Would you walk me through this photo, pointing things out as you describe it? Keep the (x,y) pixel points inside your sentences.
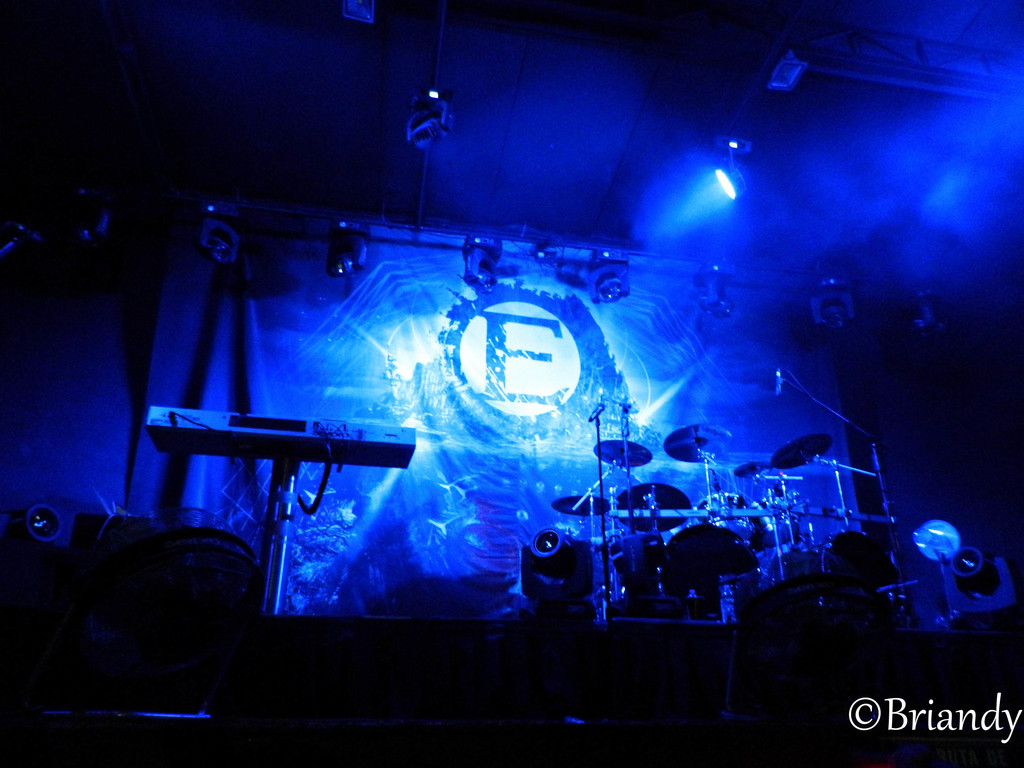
In this image we can see a dais (455,621) on which musical instruments (700,505) are present. In the background (730,163) there are electric lights (739,152), iron grills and a curtain (690,340).
